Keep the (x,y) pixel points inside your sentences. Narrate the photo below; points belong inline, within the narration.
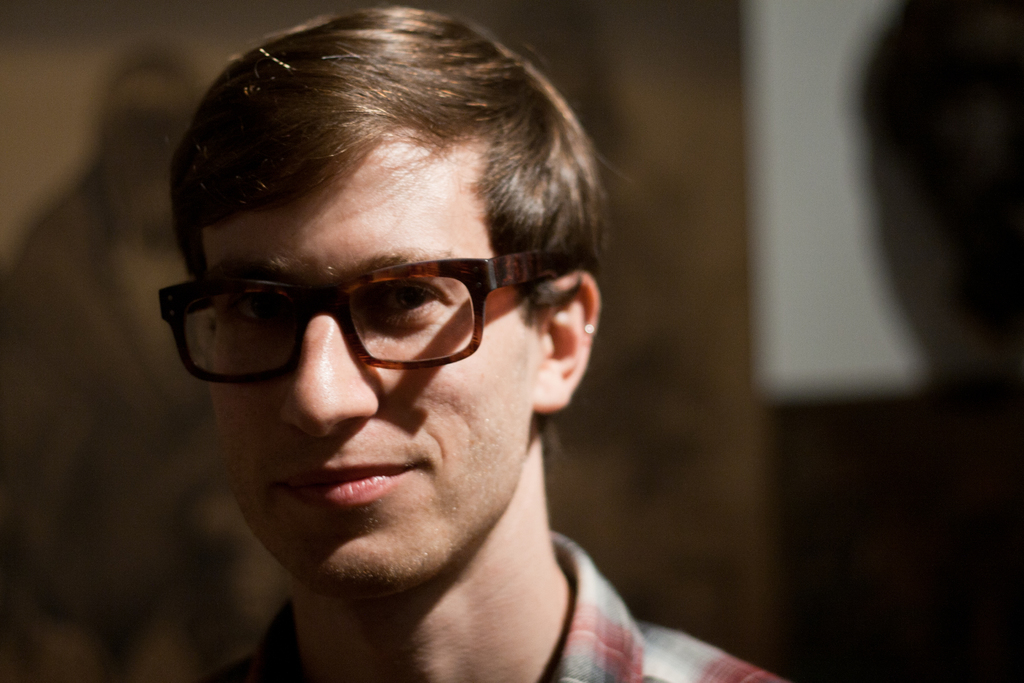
In this image I can see a person (317,382) wearing brown color spec (473,279). Background (688,311) is in brown, black and white color.
